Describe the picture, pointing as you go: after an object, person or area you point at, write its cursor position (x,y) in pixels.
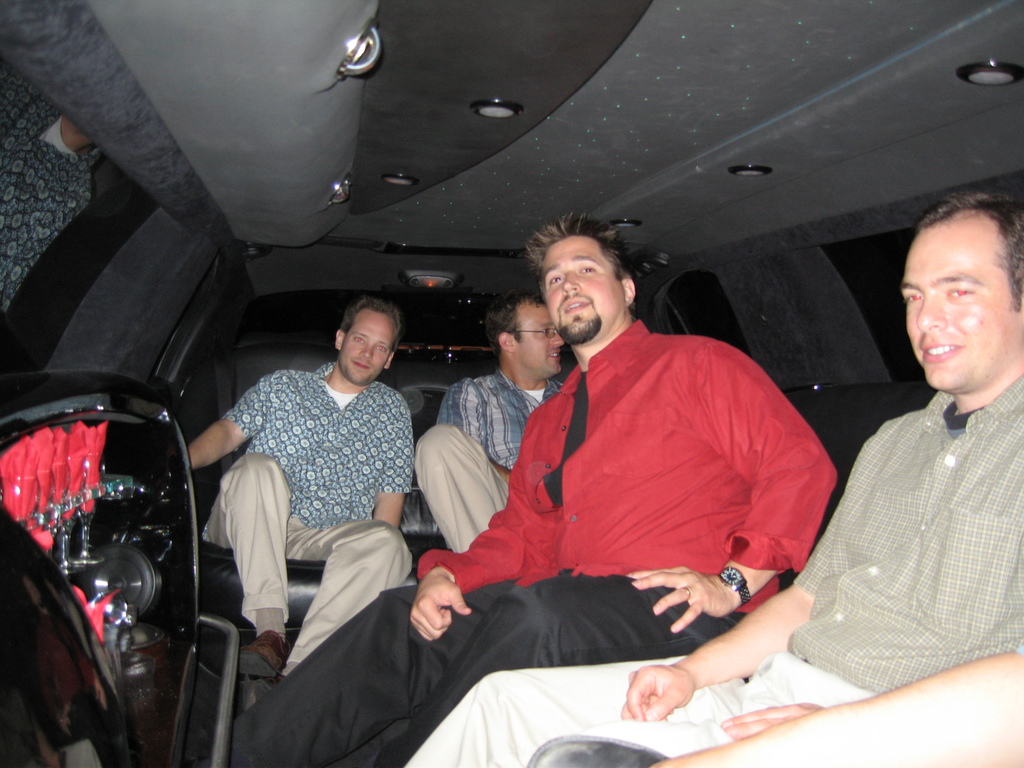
This image is taken in a vehicle (349,169). In the foreground of the image (60,661) there is an object (106,537). In this image there are four people (801,597) seated. On the top (491,117) there is ceiling (392,131). Seats (423,381) can be seen. On the right (869,271) there is a window (870,285).
